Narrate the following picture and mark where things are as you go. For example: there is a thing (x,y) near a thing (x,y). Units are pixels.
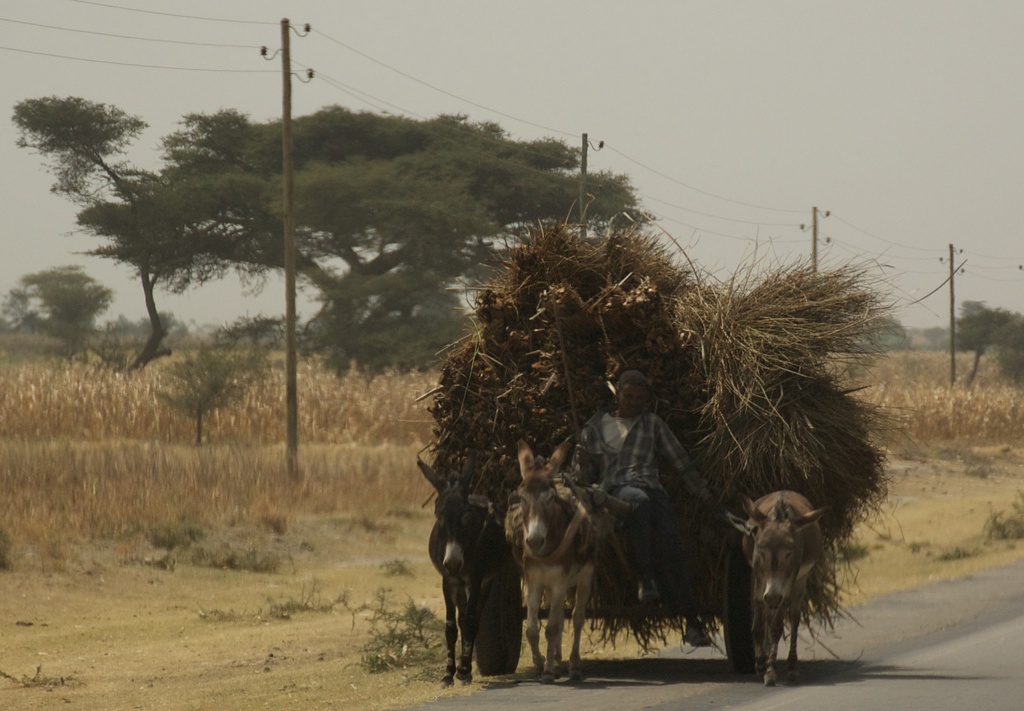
In this image we can see grass (670,333) on the cart (742,578), and a person (636,481) is sitting on it, there are three donkeys (561,457), there are electric poles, wires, plants (35,546), trees (366,276), also we can see the sky (720,115).
